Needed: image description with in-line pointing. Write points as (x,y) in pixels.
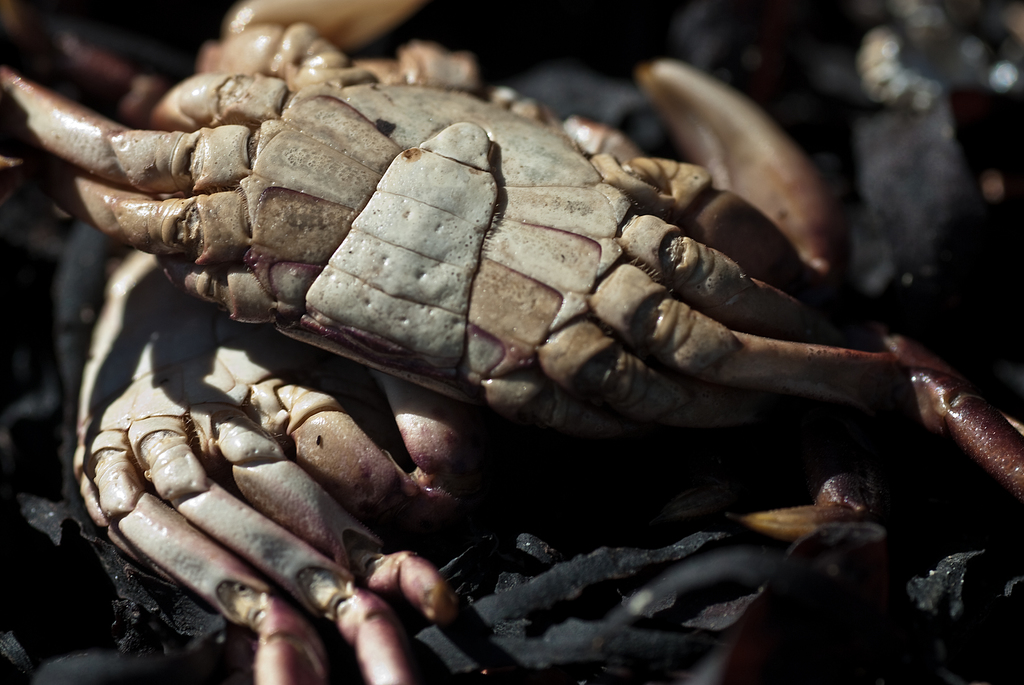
In this image we can see two crabs (278,498), some black objects (685,578) on the ground (599,533) and the background (988,142) is blurred.
